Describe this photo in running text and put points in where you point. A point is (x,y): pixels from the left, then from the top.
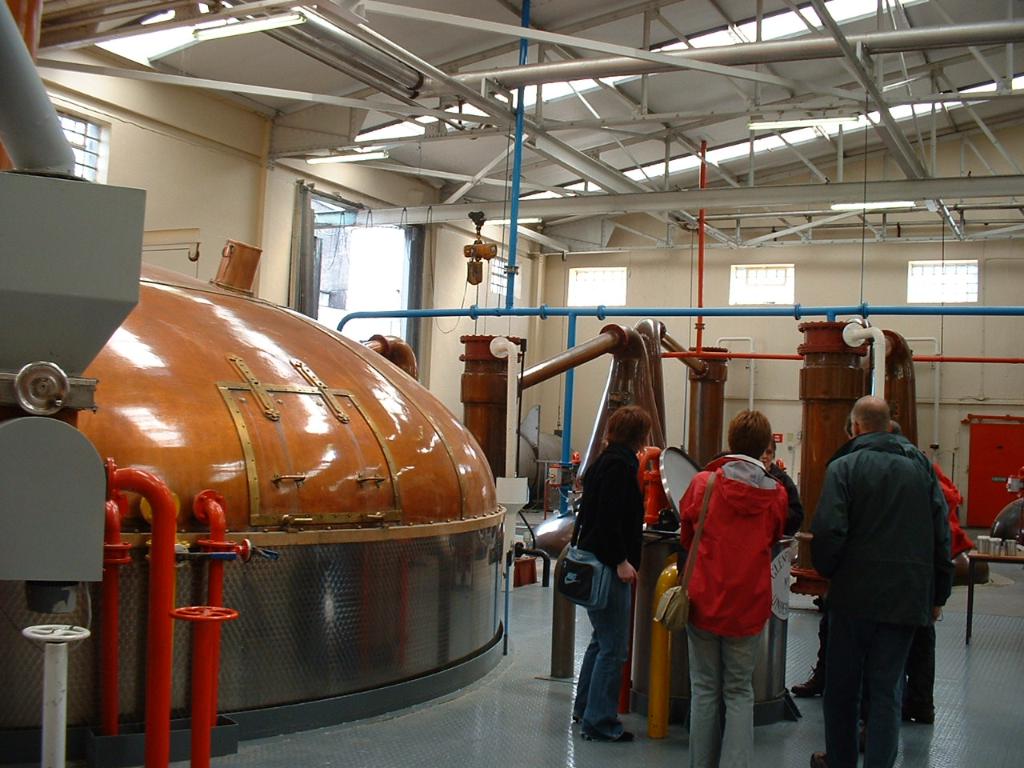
In this picture we can see few people (615,710) standing on the floor (475,699) and two people (717,695) are wearing bags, here we can see the wall (1023,150), metal objects (659,730) and some objects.
